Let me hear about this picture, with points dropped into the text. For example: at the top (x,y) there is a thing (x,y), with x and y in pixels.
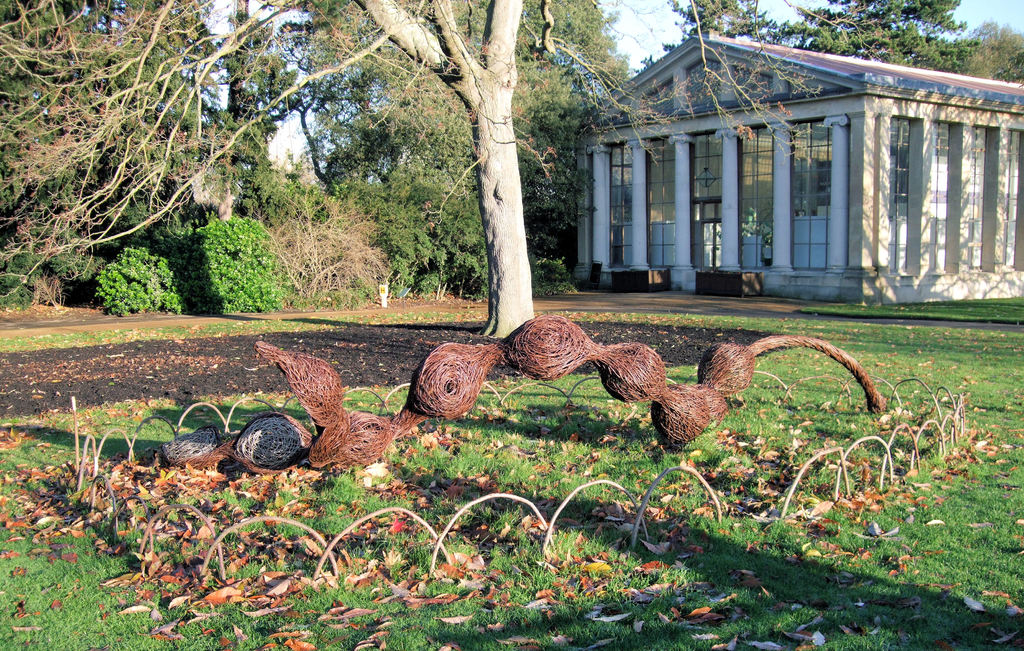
In this image I can see grass ground (1013,377) and in the front (141,494) I can see few brown colour things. In the background (441,219) I can see number of trees (430,99), the sky (649,18) and on the right side of this image (778,50) I can see a white colour building (786,284).
